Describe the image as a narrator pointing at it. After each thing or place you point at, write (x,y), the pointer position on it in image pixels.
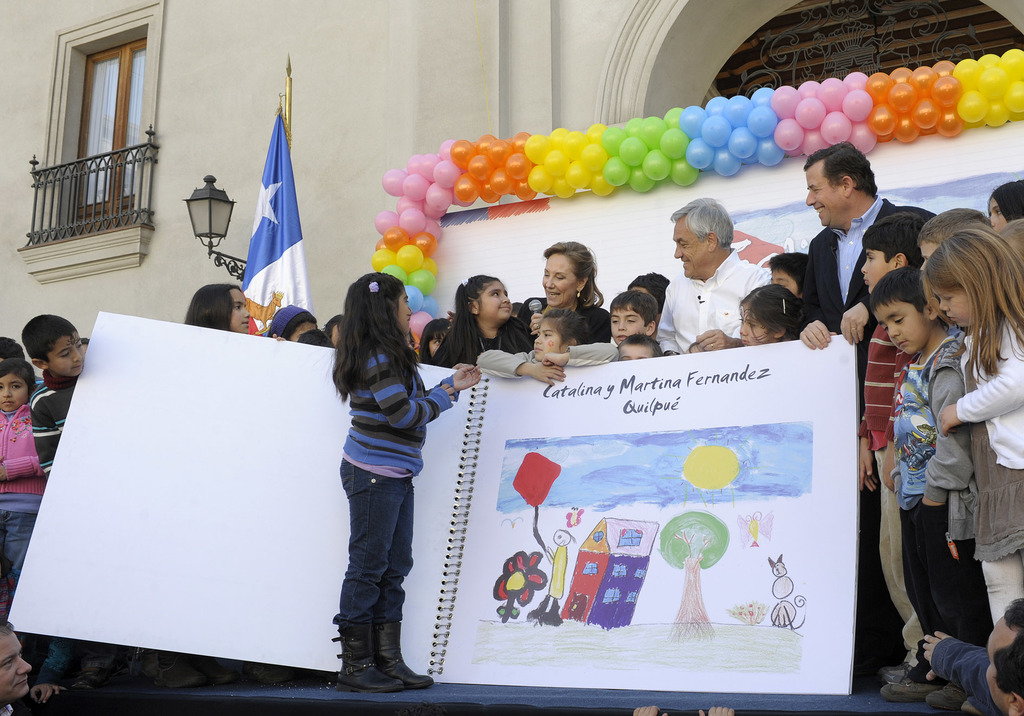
In this image I can see at the bottom (431,495) there is a painting book (643,540), in the middle (676,304) a group of people (638,341) are standing, on the right side (916,114) there are balloons (473,159). On the left side (302,297) there is a flag (281,232) beside it there is a lamp (225,211) and there is a glass window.
